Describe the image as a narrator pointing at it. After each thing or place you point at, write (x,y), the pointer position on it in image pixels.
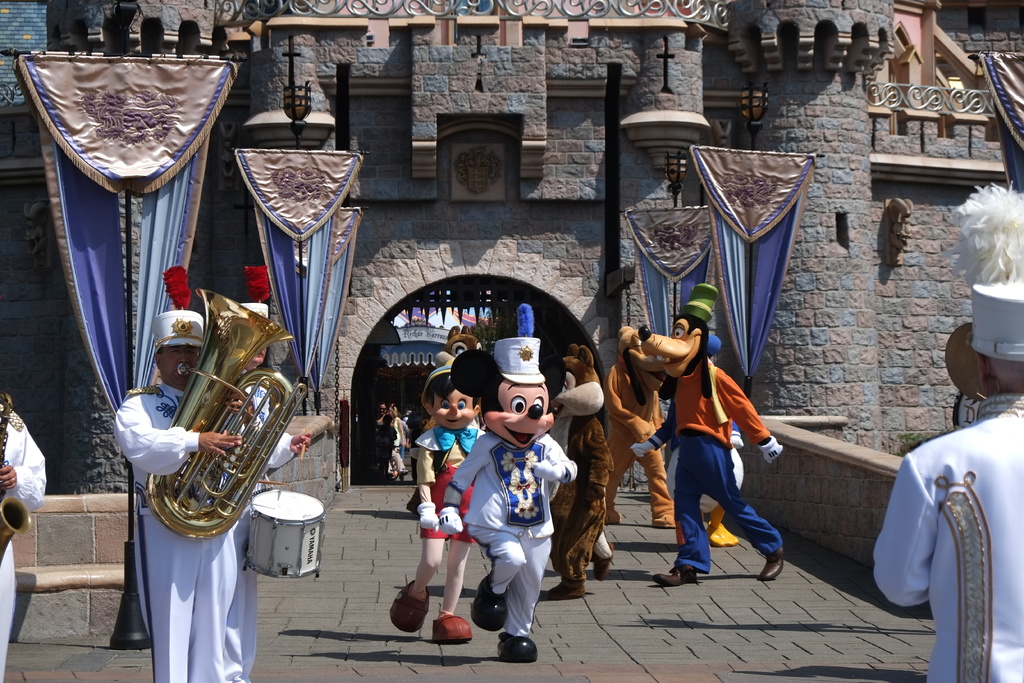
In this image I can see few people (236,623) with white color dresses (186,589). I can see two people (168,597) holding the trumpets (231,517). To the side I can see few people (557,480) wearing the costumes (579,444) of the toy (545,463). In the background (317,453) I can see the curtains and the building (505,275).
